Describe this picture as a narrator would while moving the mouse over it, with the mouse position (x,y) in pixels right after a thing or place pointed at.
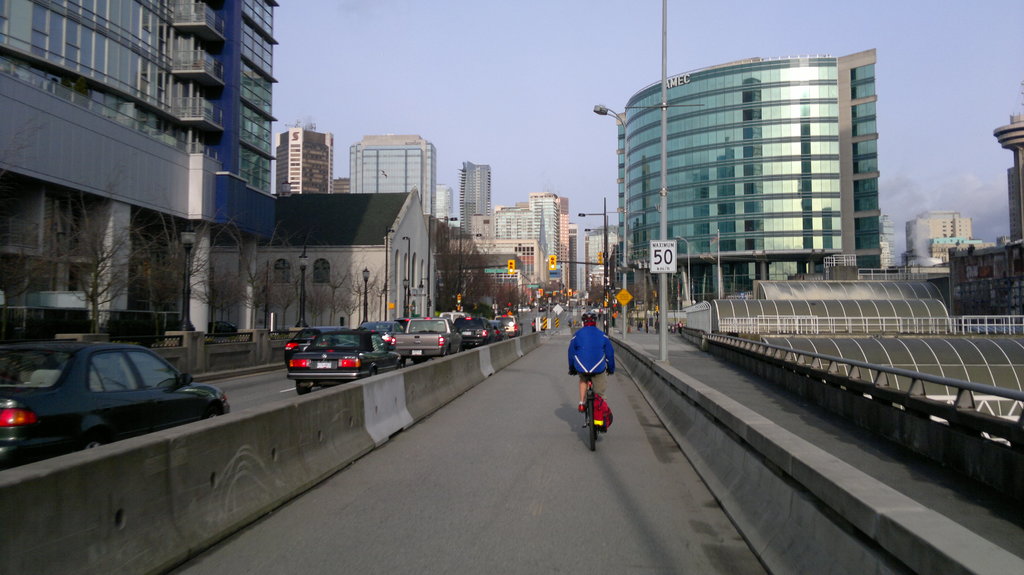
There is a person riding bicycle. We can see cars (385,325) on the road (242,378) and road divider (297,403). We can see boards (671,263), lights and traffic signals (513,261) on poles (666,192), fence (10,336) and trees (502,293). In the background (513,184) we can see buildings (870,146) and sky (562,145) with clouds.
